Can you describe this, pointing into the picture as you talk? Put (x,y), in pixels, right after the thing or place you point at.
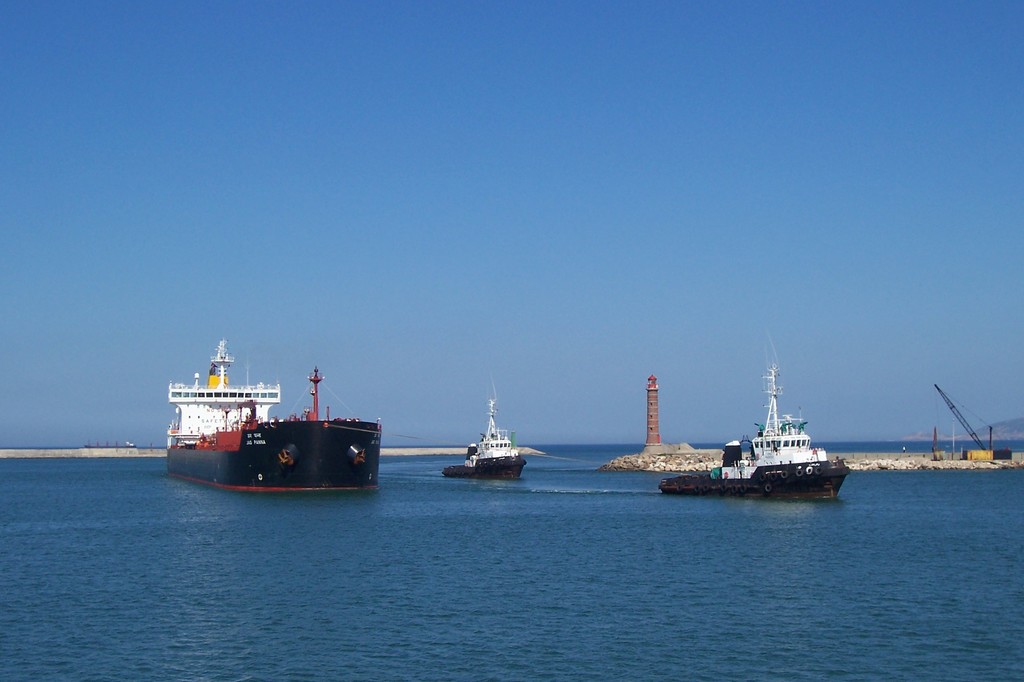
In the foreground of this image (403,622), there are ships (298,445) on the water (609,558). In the background (683,394), there is a lighthouse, few objects (934,430) and the sky (252,247).
